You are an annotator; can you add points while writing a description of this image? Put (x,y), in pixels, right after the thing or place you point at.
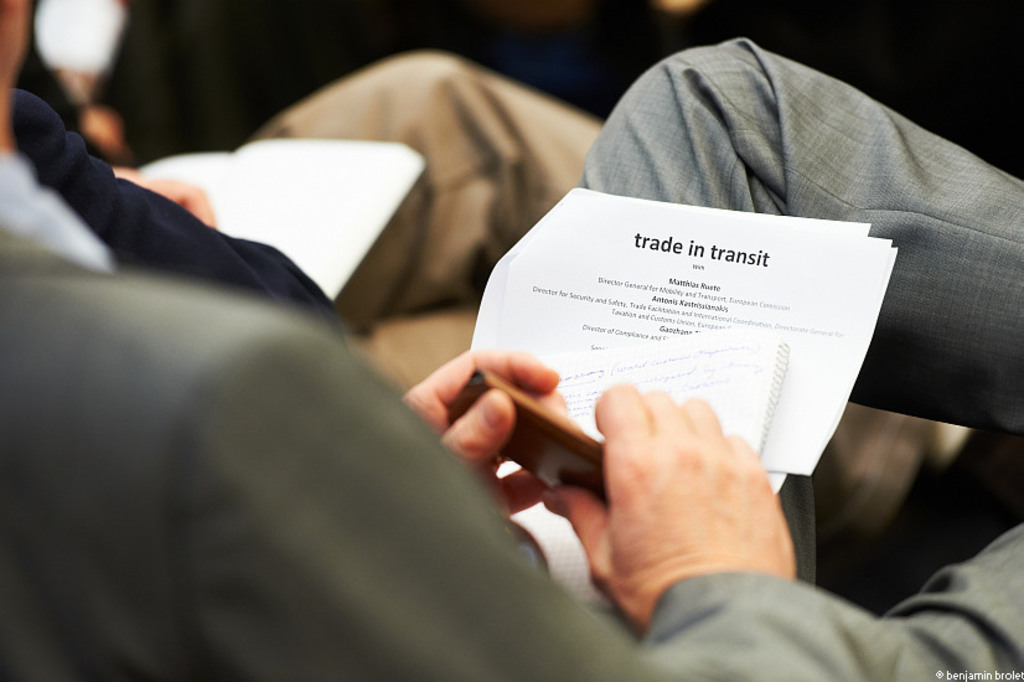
In this image on the foreground (345,492) one man (667,553) wearing grey suit (434,553) is holding an object (564,434). There are some papers (655,360) on his lap (627,350). Beside him another person (403,213) is sitting. On his lap (405,226) there are some papers (294,186). The background (901,76) is blurry.
